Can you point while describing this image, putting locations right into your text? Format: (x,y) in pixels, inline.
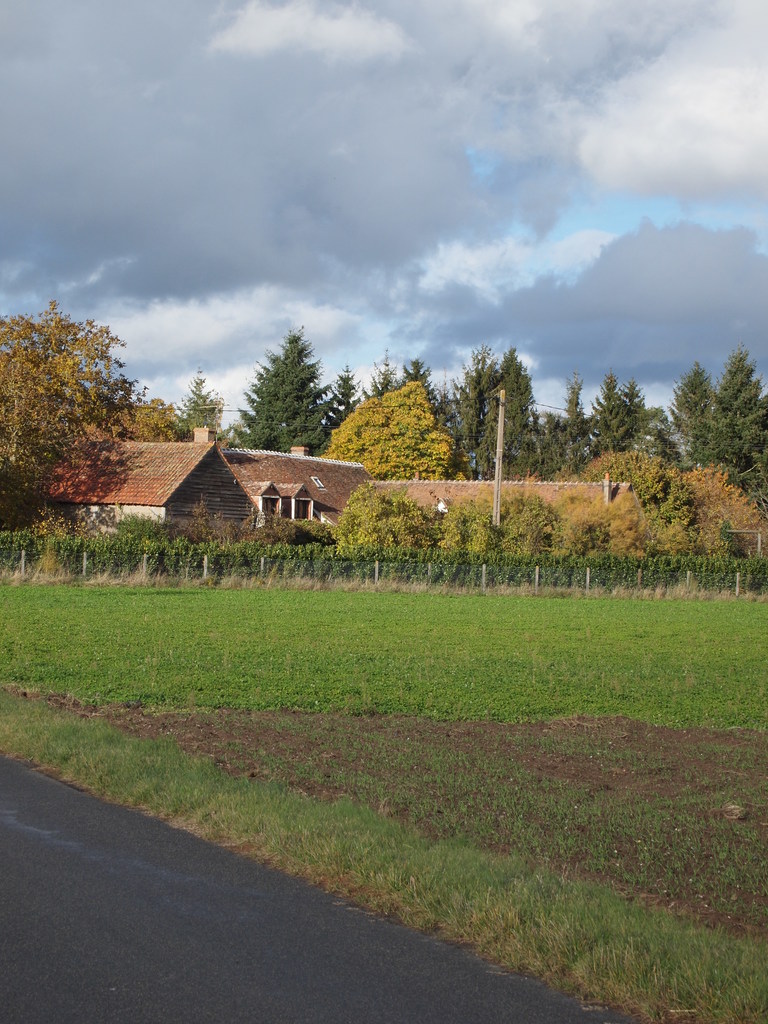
In this picture there is grassland (398,712) at the bottom side of the image (380,804) and there are houses (107,475) and trees (713,483) in the center of the image (377,506).
